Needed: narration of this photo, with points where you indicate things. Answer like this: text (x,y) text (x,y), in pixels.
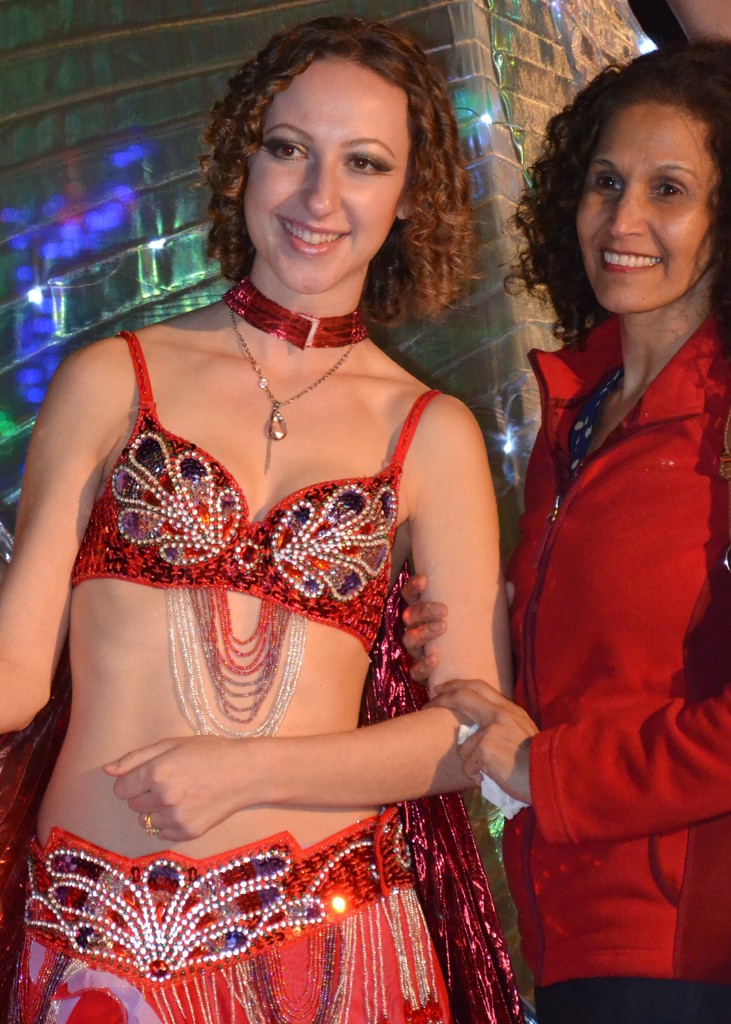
In this picture we can see two women (632,671) are standing and smiling, it looks like a cover (203,111) in the background (131,125).
